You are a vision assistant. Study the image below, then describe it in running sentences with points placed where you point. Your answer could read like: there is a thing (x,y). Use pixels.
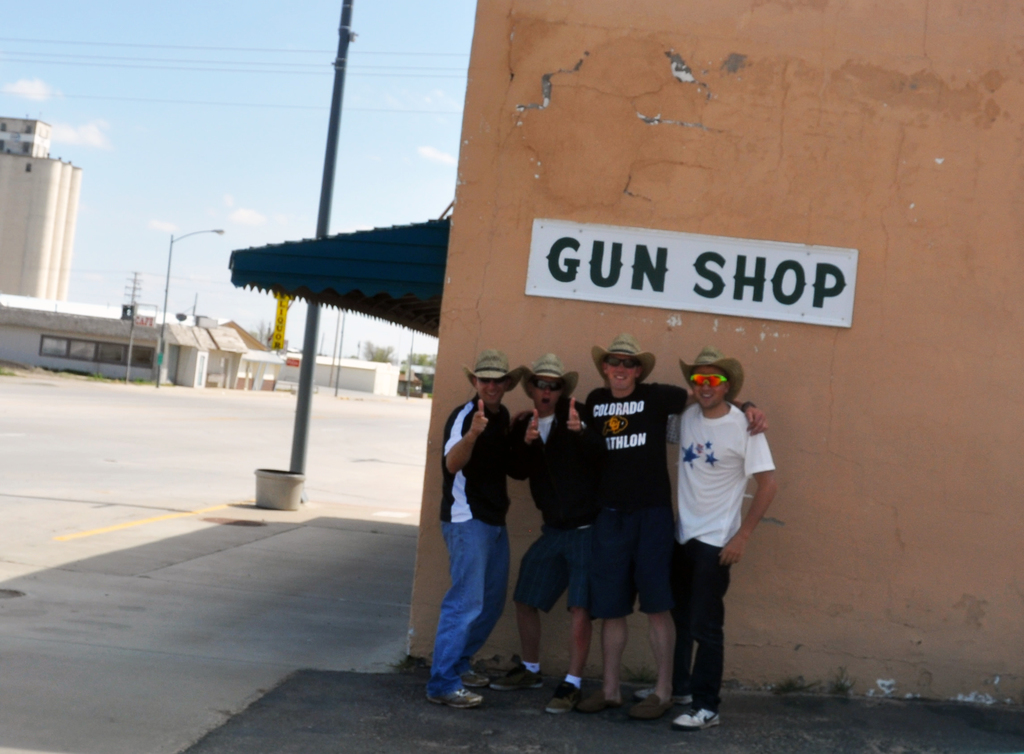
In the image there are four men (554,471) standing. They kept goggles (619,359) and hats (624,344) on their heads (619,359). Behind them there is a wall (545,211) with a name board (709,265). And also there is a roof (390,255). In front of the roof (388,266) there is a pole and also there is a small pot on the floor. On the left side of the image (40,345) there are few buildings (83,338), poles (165,290) with street lights (162,335), trees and some other things (279,330).
